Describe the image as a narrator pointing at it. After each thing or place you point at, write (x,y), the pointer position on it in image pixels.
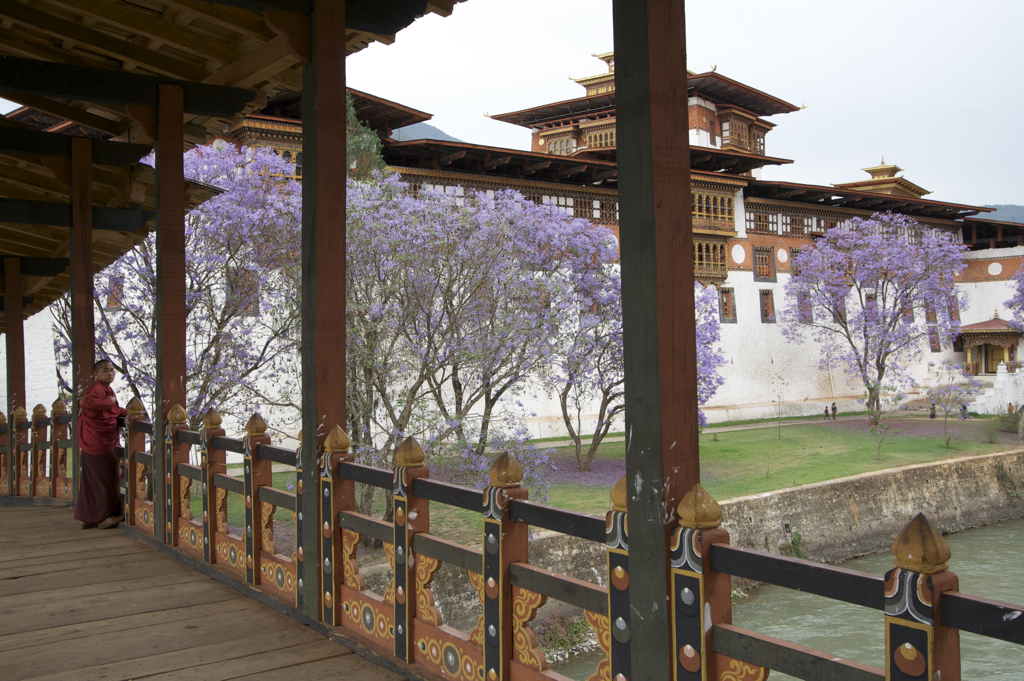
In this image there is a person (87,470) standing on the wooden bridge (140,571), Under the bridge (425,556) there is water (979,531). In the background (784,279) there are buildings (527,195). In front of the buildings (564,170) there are plants (430,250) with the flowers (467,264). At the top (888,40) there is the sky (885,28). There is a wall (752,330) around the buildings (746,225).
